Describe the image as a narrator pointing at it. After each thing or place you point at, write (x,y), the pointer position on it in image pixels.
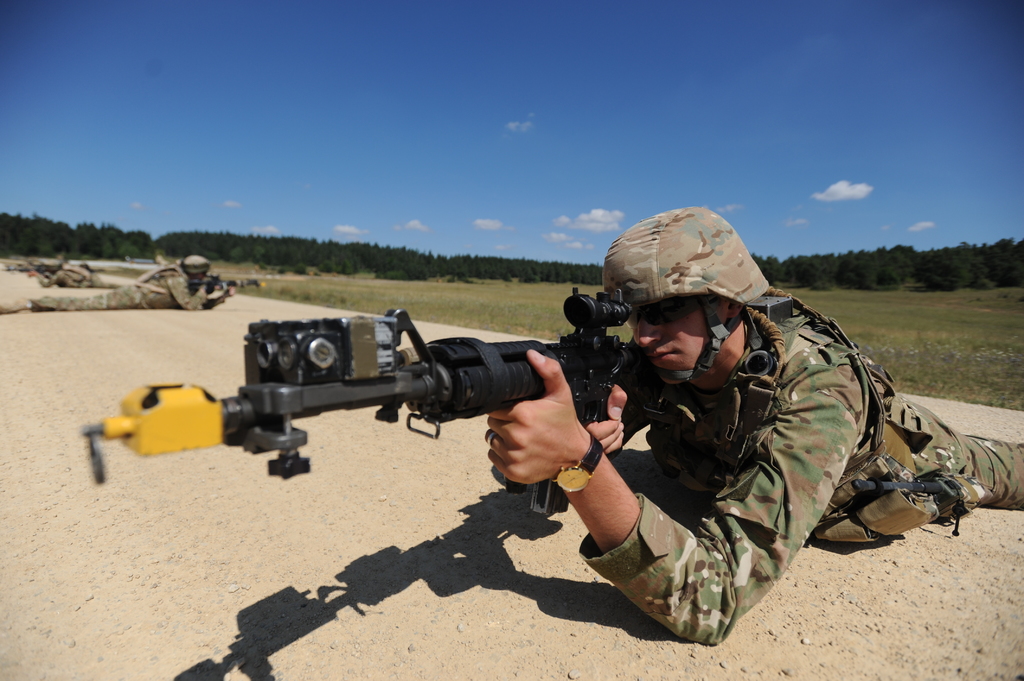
In the center of the image (631,406), we can see people (517,472) lying and holding guns (259,358). In the background (220,237), there are trees (933,275) and at the bottom (898,620), there is ground (861,595). At the top (556,138), there are clouds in the sky (497,164).
